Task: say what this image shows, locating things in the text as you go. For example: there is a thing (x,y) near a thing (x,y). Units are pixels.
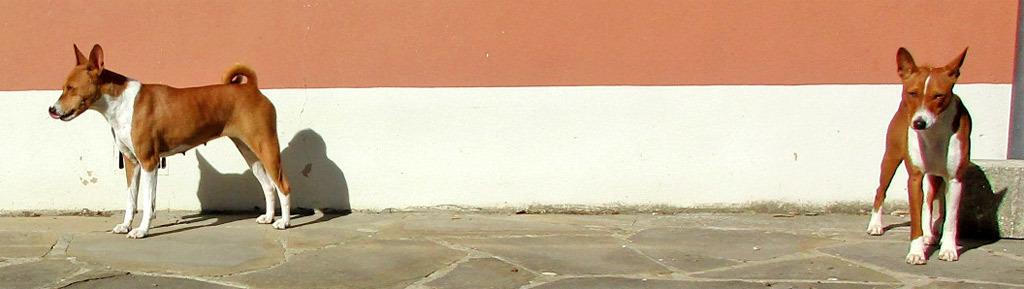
In this image we can see dogs (273,204) standing on the floor (298,216).
